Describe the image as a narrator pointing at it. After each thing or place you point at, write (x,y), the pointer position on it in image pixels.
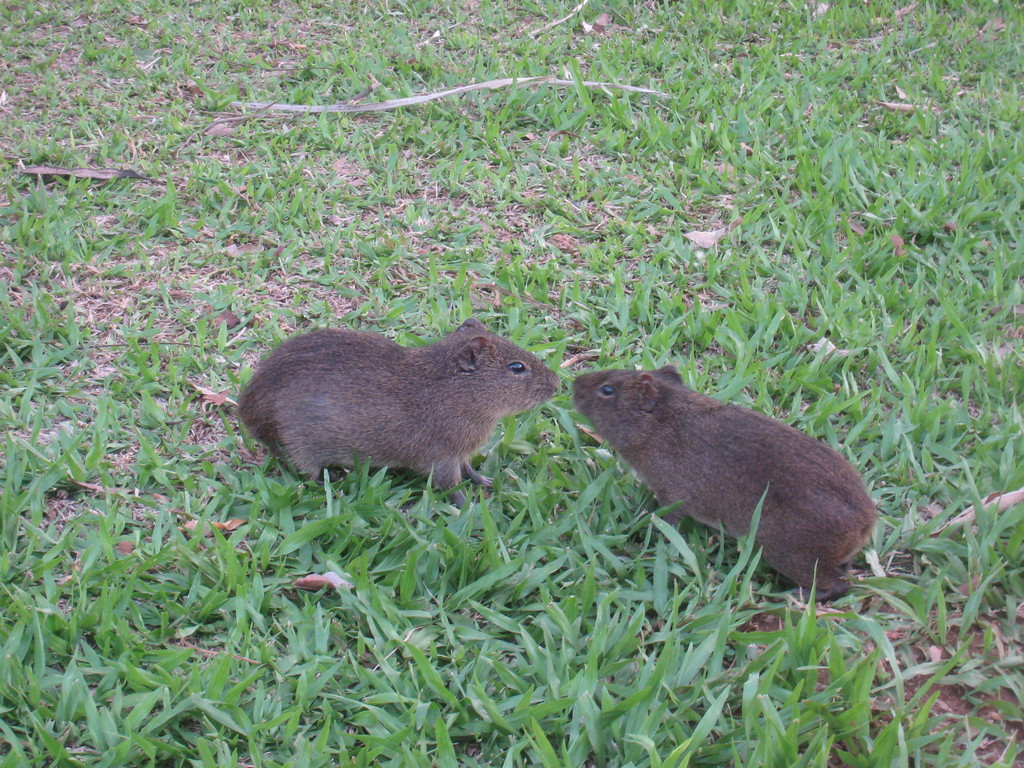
In this image we can see two guinea pigs (370,351) on the grass (475,677) and also we can see dry leaves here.
